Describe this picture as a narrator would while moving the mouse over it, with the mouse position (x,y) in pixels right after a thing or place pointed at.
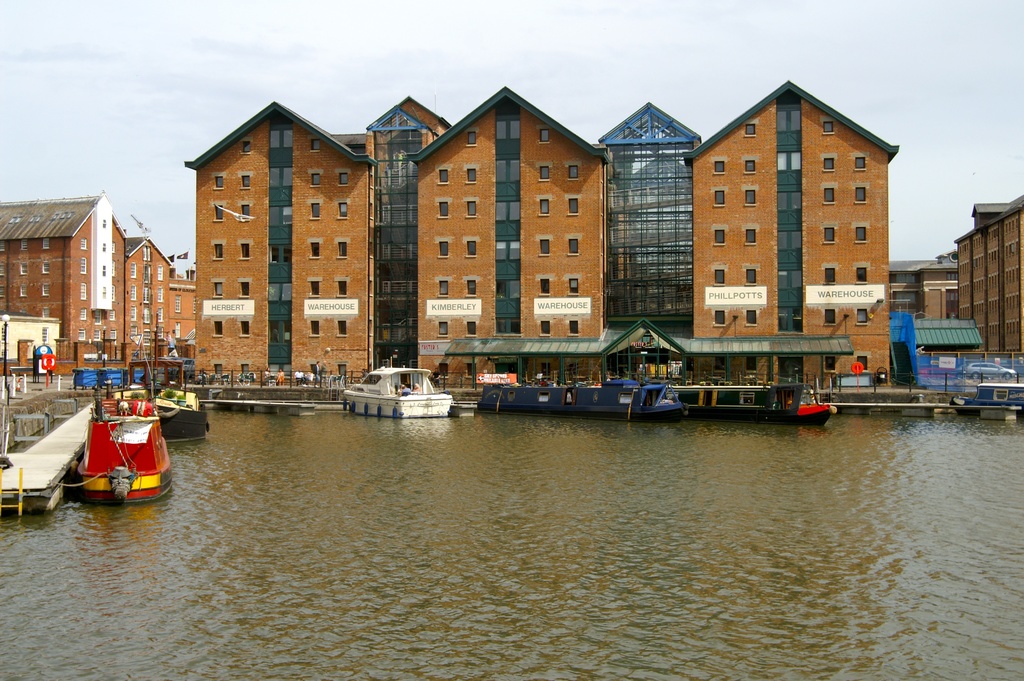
In this image at the bottom (448,544) there is a river (422,547), and on the left side (57,451) there is a bridge (32,494) and in the river (271,422) there are some boats (501,388). In the background (246,294) there are some buildings (674,268) and some persons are walking, and also there are some poles (60,390) and boards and on the board (823,293) there is some text (468,310). And at the top of there is image the sky (365,87) and on the right side (993,370) there is one car (979,373).
